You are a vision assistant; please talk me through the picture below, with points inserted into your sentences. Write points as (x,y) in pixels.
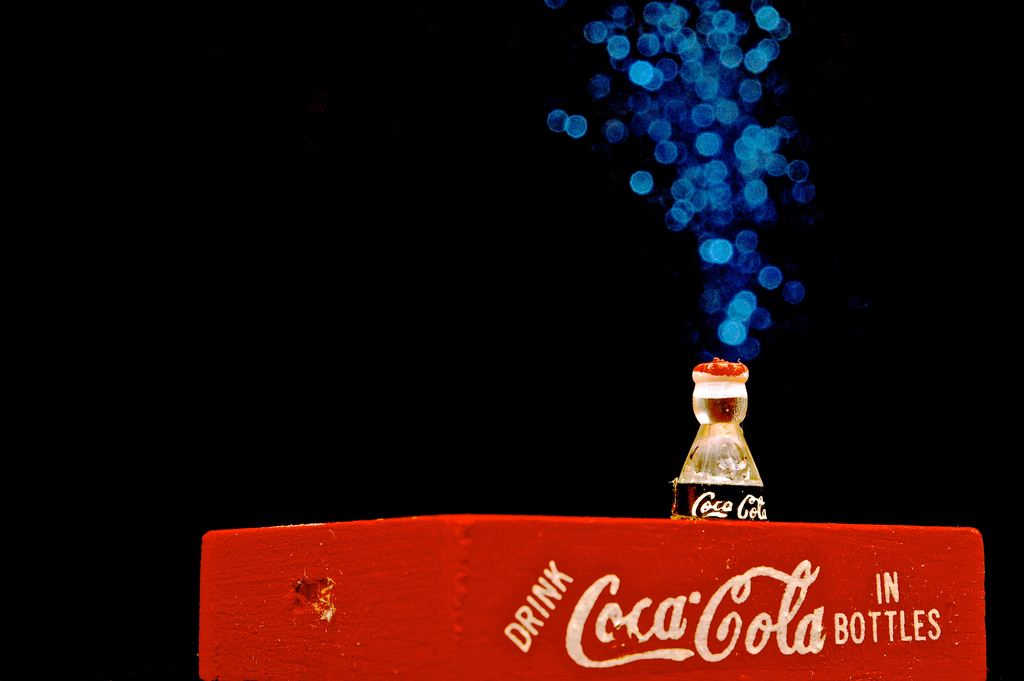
In this picture there is one red box (792,594) and one cool drink bottle (732,481) in it.
